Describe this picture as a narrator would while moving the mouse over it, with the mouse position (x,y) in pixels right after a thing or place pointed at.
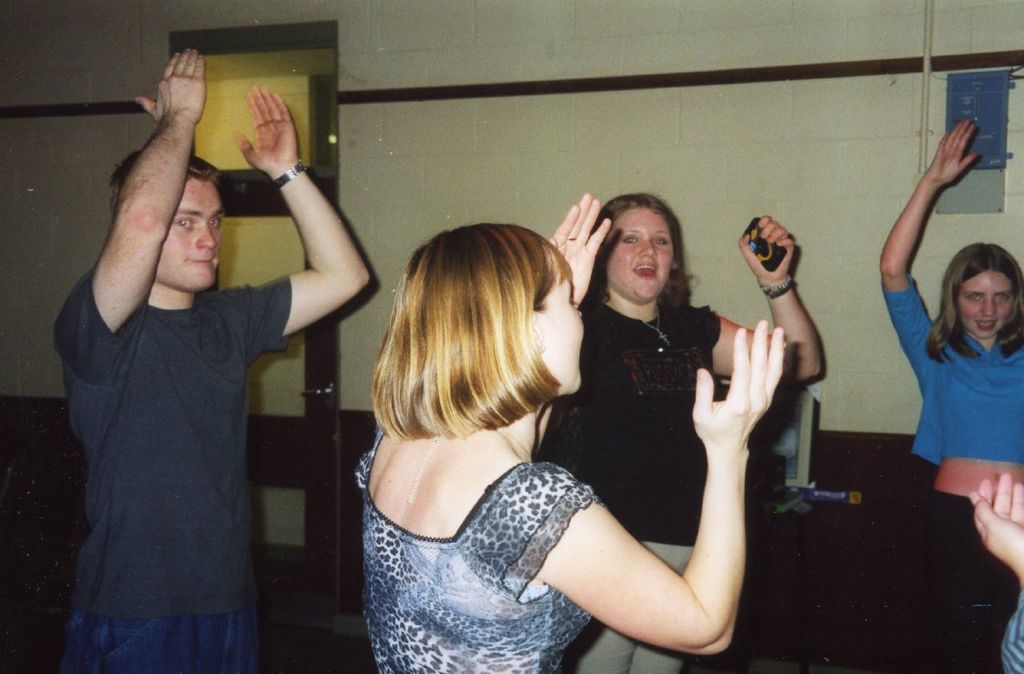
This image is taken indoors. In the background (471,86) there is a wall (100,242) with a door (291,503). On the left side of the image (121,295) there is a man (260,327). In the middle of the image (670,350) there are two women (575,433). On the right side of the image (923,363) there is a woman (935,334).
